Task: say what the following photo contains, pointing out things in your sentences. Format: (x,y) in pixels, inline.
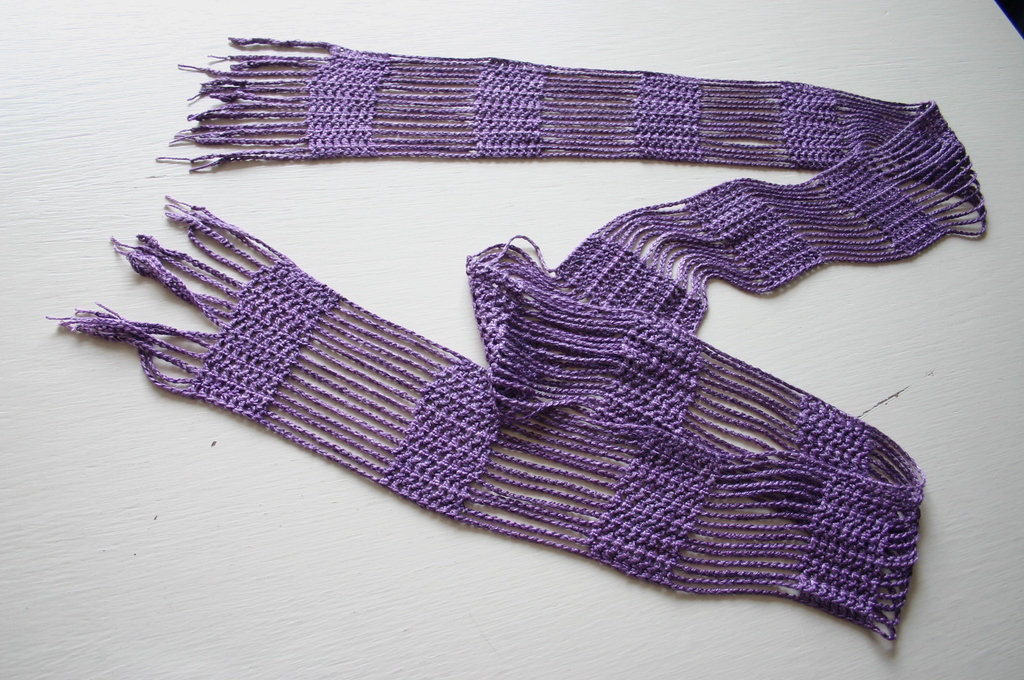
In the image there is a purple color scarf (611,279) on a table (174,492).
